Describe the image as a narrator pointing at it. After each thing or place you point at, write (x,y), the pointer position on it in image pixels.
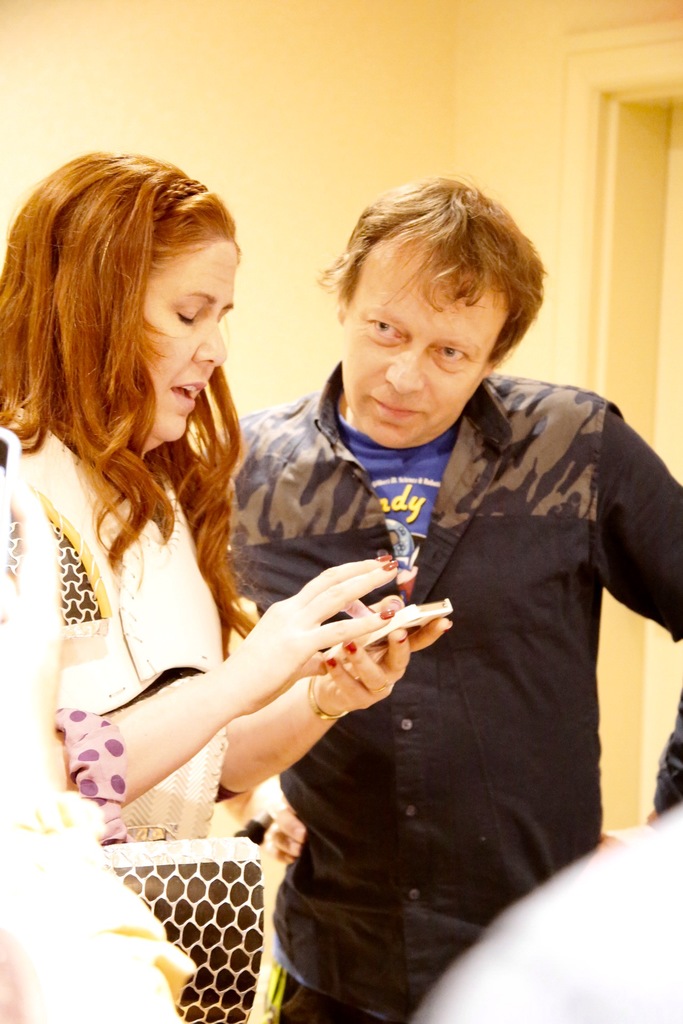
On the right side of the image (572,792) there is a man (509,689) standing. On the left side of the image (155,450) there is a lady (142,466) standing and holding an object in the hand (411,646). In the bottom left corner of the image (46,889) there is a hand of a person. In the background (628,276) there is a wall (565,37) with a door (606,391).
